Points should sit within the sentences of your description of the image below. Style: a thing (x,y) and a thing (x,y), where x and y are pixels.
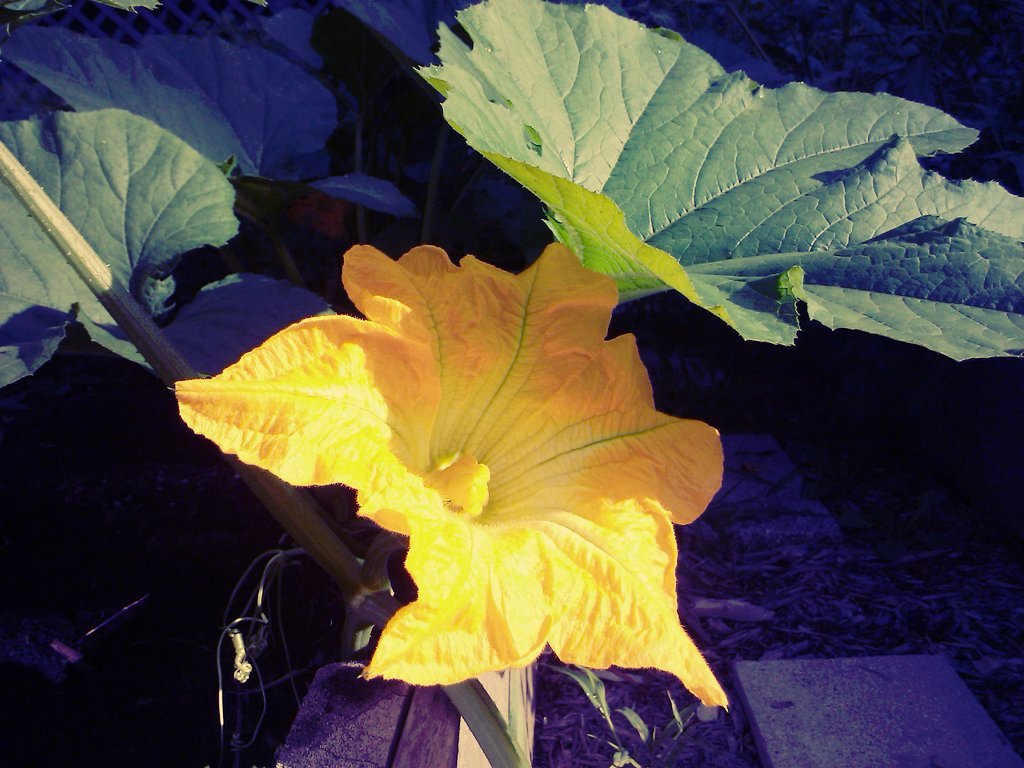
In this picture I can see a yellow color flower (533,448) in the middle (588,457) and there are green leaves (594,220) in this picture.
